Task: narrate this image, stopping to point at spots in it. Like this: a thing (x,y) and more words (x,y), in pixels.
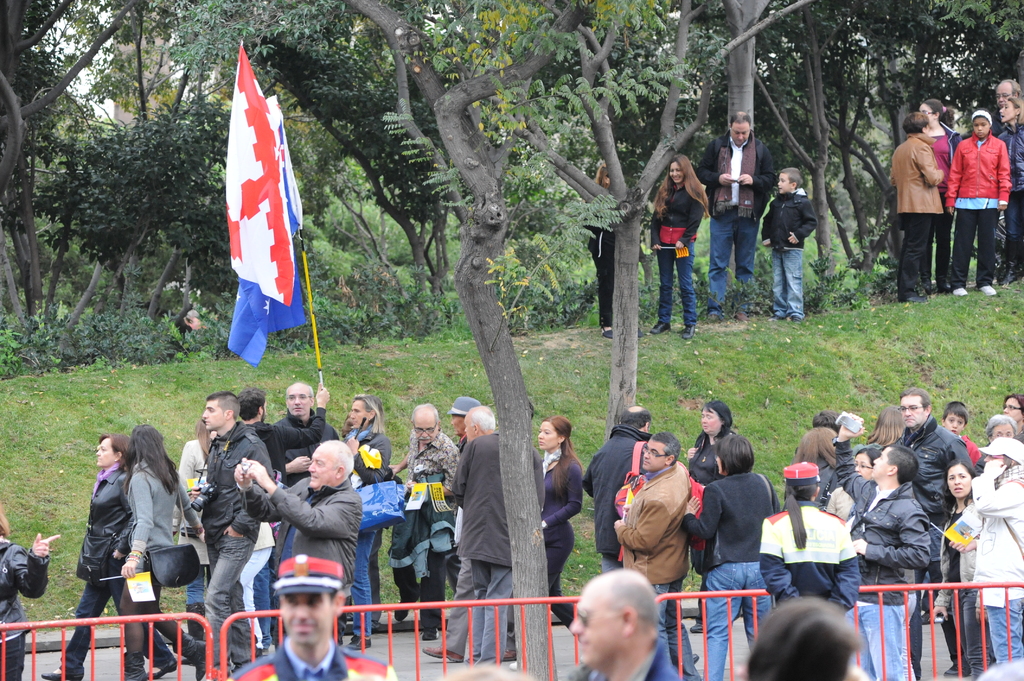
This picture describes about group of people (465,569), few are standing on the grass (381,563), and few are walking on the pathway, and we can see a man (323,422) is holding a flag (252,186), beside to them we can find fence (388,642) and trees (403,101).
